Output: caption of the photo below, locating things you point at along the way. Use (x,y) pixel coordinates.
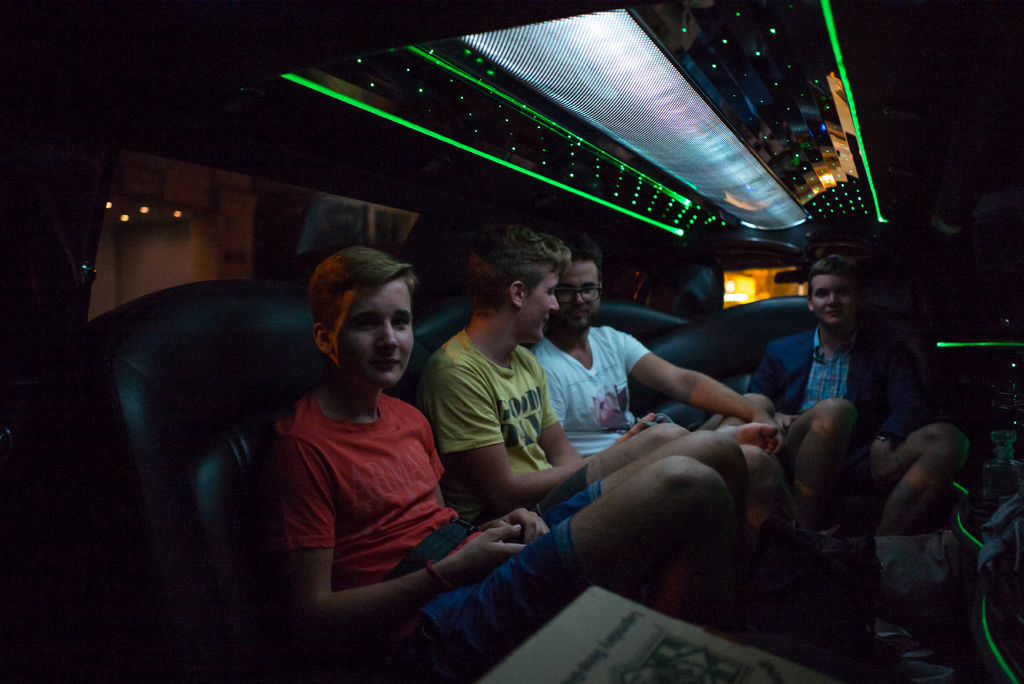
This picture shows the inner view of a limousine (273,252), some lights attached to the ceiling (452,89), dome lights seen through the window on the left side of the image (165,239), some objects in the background (1016,443), one object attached to the ceiling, some objects (936,569) on the floor (839,669), one object (705,649) looks like a book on the bottom of the image (691,652), one couch (645,402), four men's (636,470) with smiling faces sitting on the couch (677,417), one man (693,469) holding an object (661,413) and the image is dark.
